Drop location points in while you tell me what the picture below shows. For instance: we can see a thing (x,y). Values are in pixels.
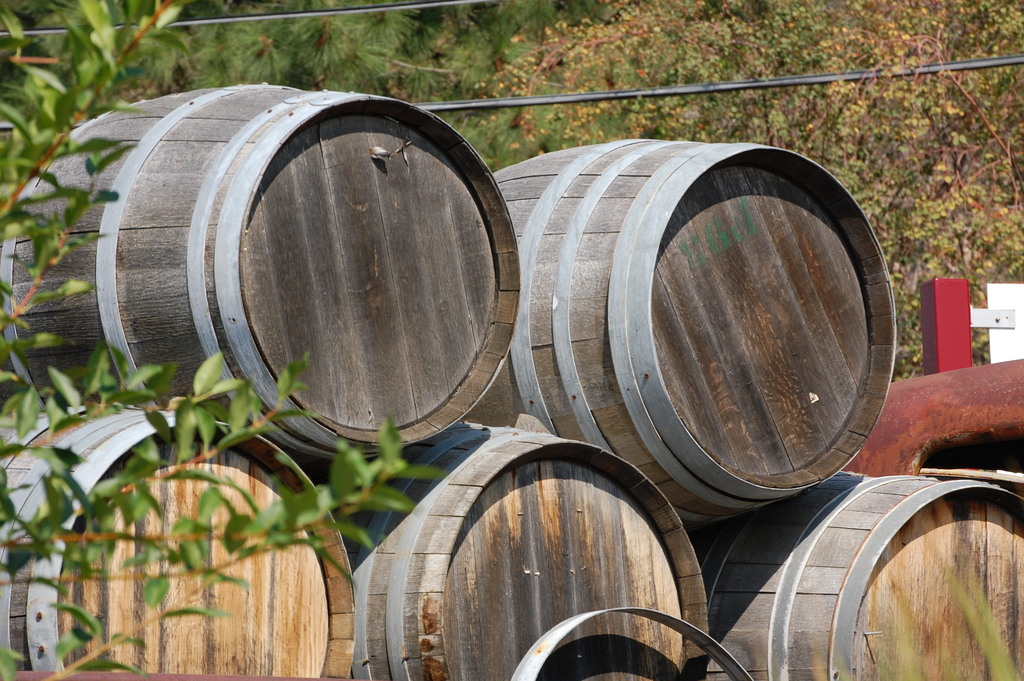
There is a plant (86,390) at the left (156,367). There are barrels (459,299). There are wires (504,103) and trees (792,88) at the back (805,107).
